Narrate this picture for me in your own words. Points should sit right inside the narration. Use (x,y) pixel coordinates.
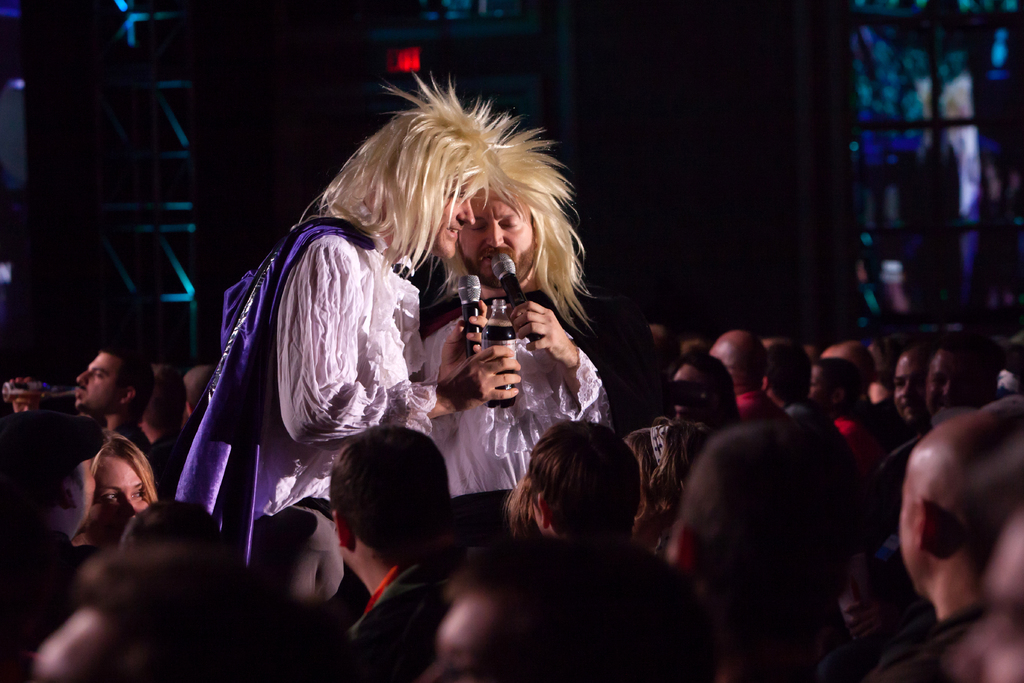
2 people (367,371) are standing wearing white dress (540,380), holding microphones (507,278) in their hands (467,385). a person (365,318) at the left (192,458) is holding a bottle (497,328). people (120,586) are surrounded to them.
